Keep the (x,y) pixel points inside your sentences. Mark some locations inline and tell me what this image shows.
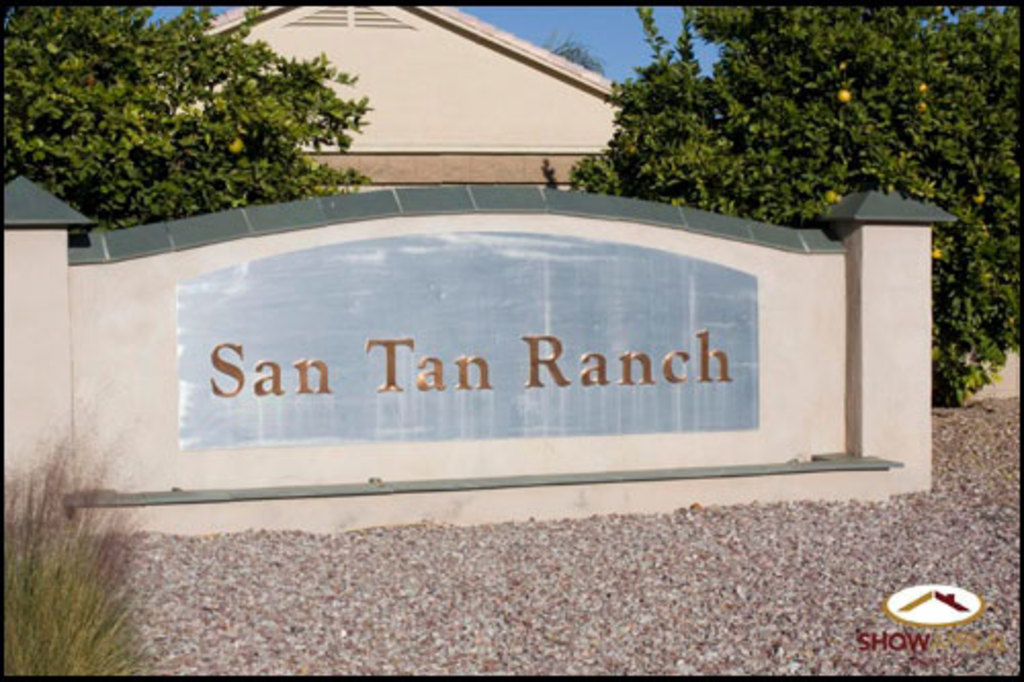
In this image we can see a wall (423,338). On the wall (463,342) something is written. Near to the wall (50,209) there are trees (746,129) with fruits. In the back (394,95) there is a building (451,56). In the background (516,27) there is sky (542,47). In the left bottom corner (80,563) there is plant (86,649). In the right bottom corner (958,602) there is watermark (958,602).
